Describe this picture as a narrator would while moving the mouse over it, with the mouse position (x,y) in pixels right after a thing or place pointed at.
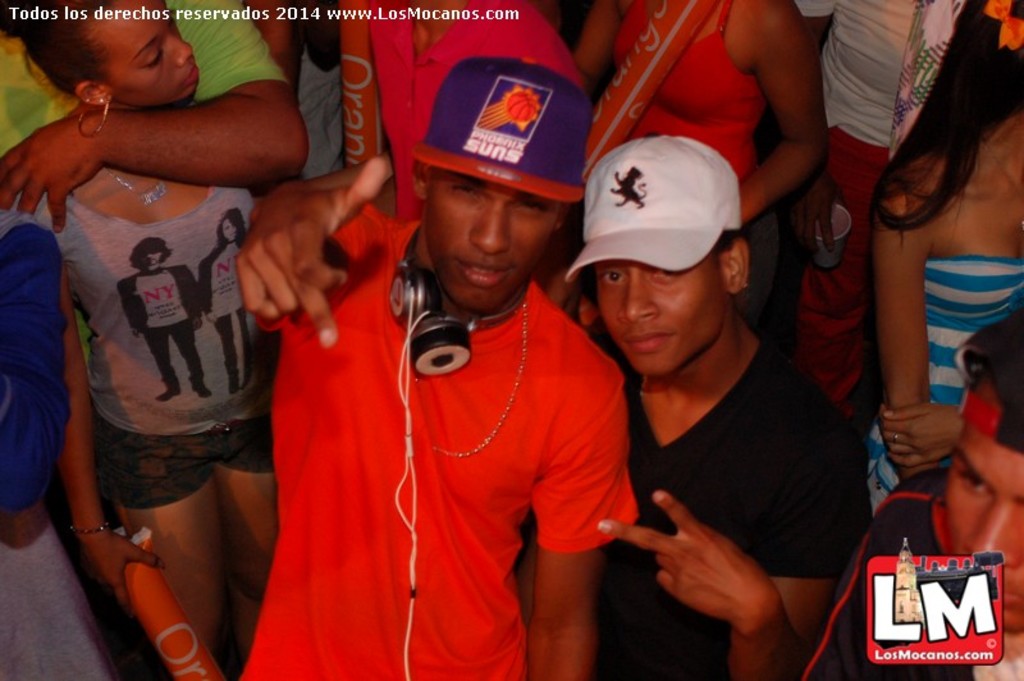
In this image we can see few people (475,299) standing and a person (475,474) is wearing headphone (401,288) on his neck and few people (504,48) holding objects (612,96) in their hands (831,206) and a person (810,186) is holding a cup (841,229).
